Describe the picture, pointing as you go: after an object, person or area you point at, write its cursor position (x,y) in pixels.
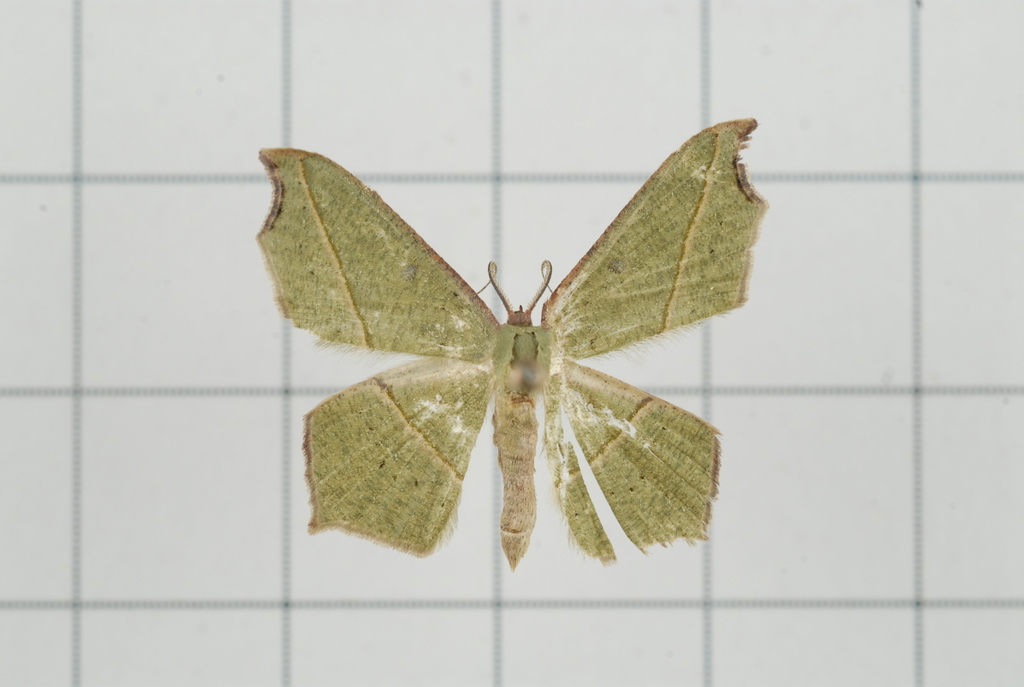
In the background (1010,451) we can see the wall tiles (117,149). In this picture we can see a butterfly (556,471).
